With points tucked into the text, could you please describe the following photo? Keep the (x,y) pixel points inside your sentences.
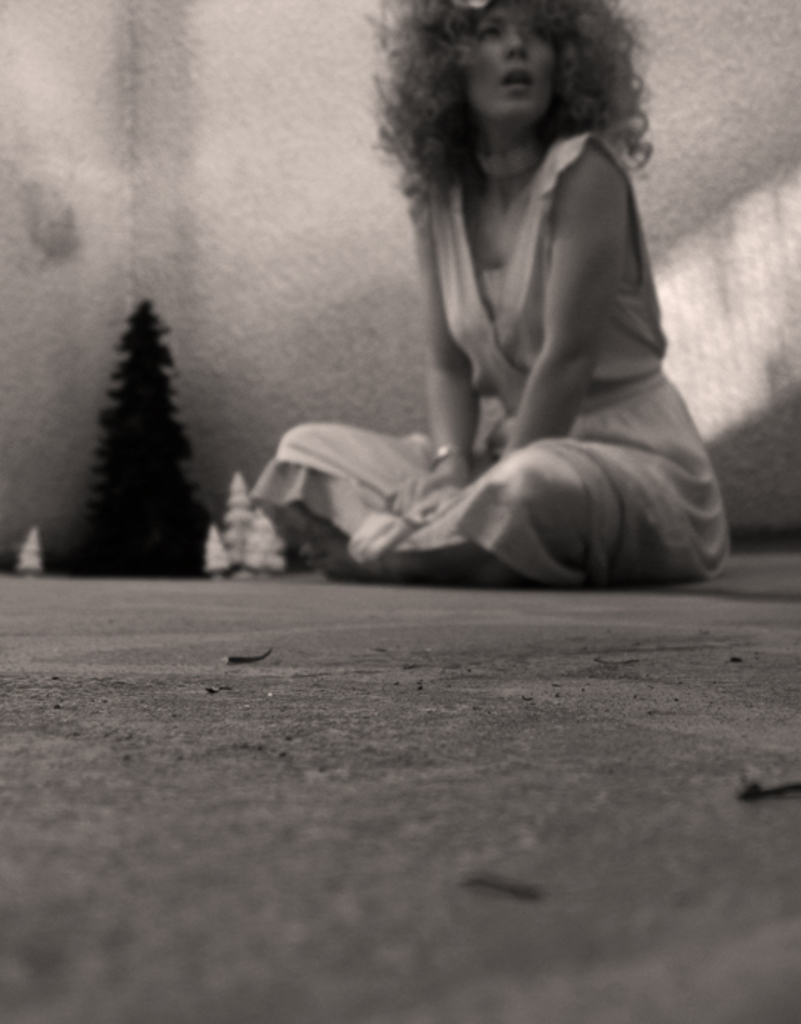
In this image I can see a woman (465,363) sitting on floor (282,683) and back side of her I can see the wall (795,96), in front of the wall (292,426) it might be toy trees (158,482).
